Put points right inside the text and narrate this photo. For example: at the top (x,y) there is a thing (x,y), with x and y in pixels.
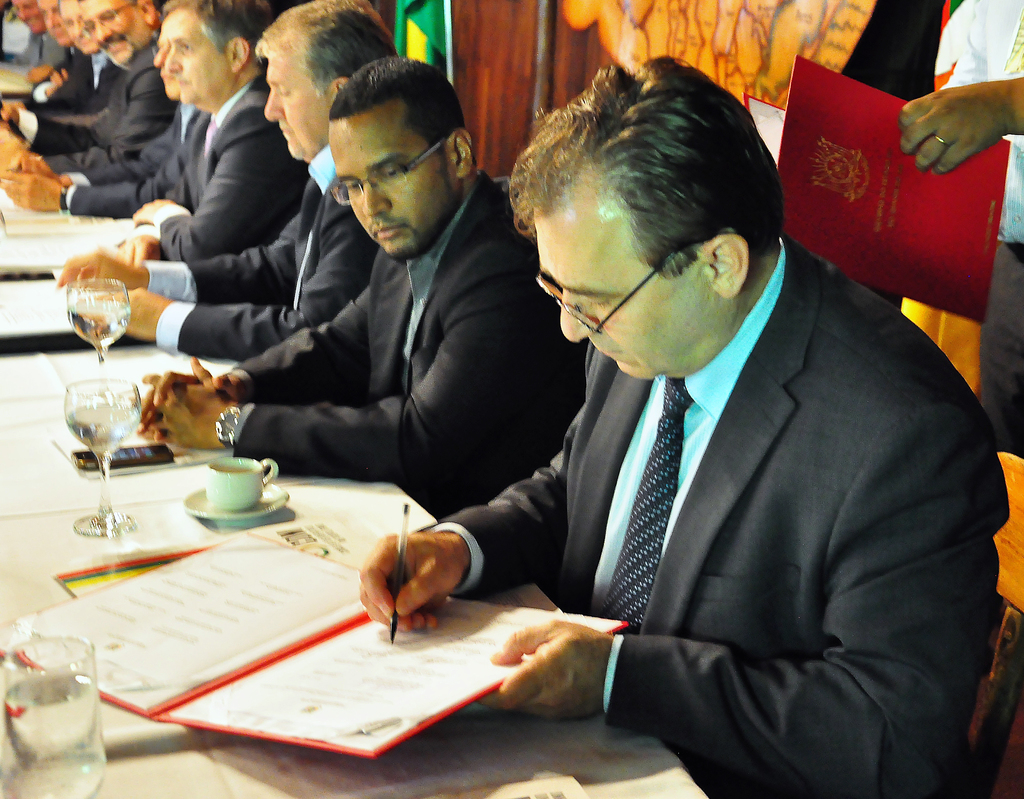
In this picture we can see people (765,568) sitting on chairs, one person (802,574) is holding a pen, in front of them we can see a table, glasses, cup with saucer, mobile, files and in the background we can see some objects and a person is holding a book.
